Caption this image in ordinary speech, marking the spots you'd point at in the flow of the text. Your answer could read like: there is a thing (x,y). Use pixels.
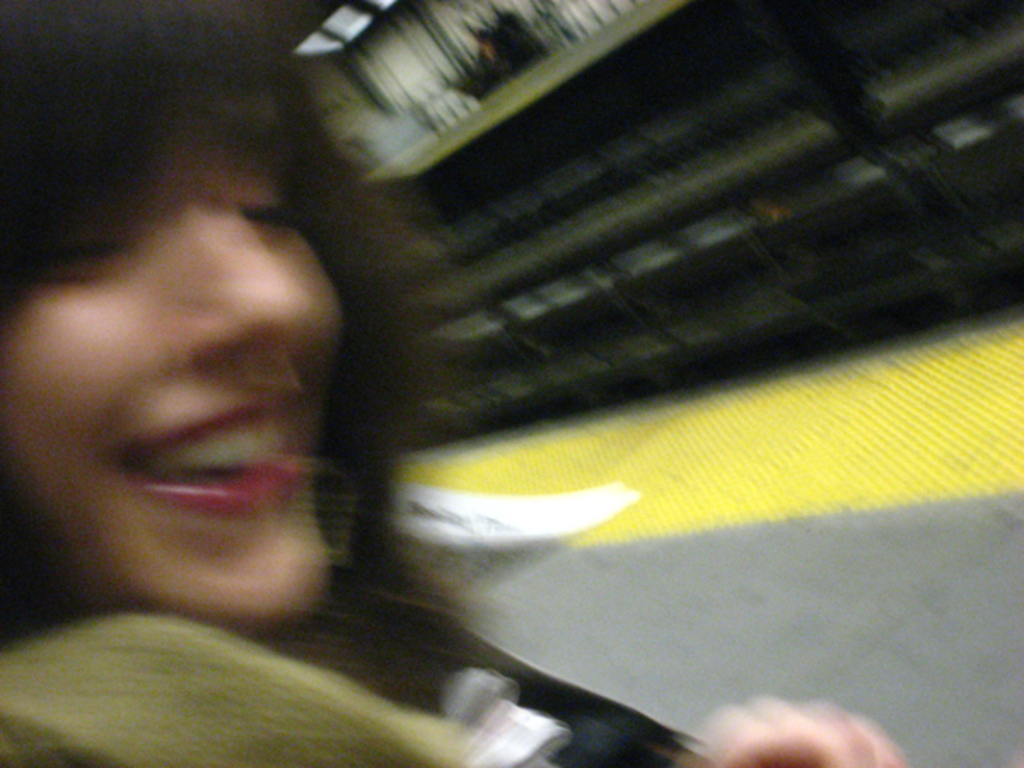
In this image we can see a woman (397,667) wearing a dress (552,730) is standing on the ground (821,593).
